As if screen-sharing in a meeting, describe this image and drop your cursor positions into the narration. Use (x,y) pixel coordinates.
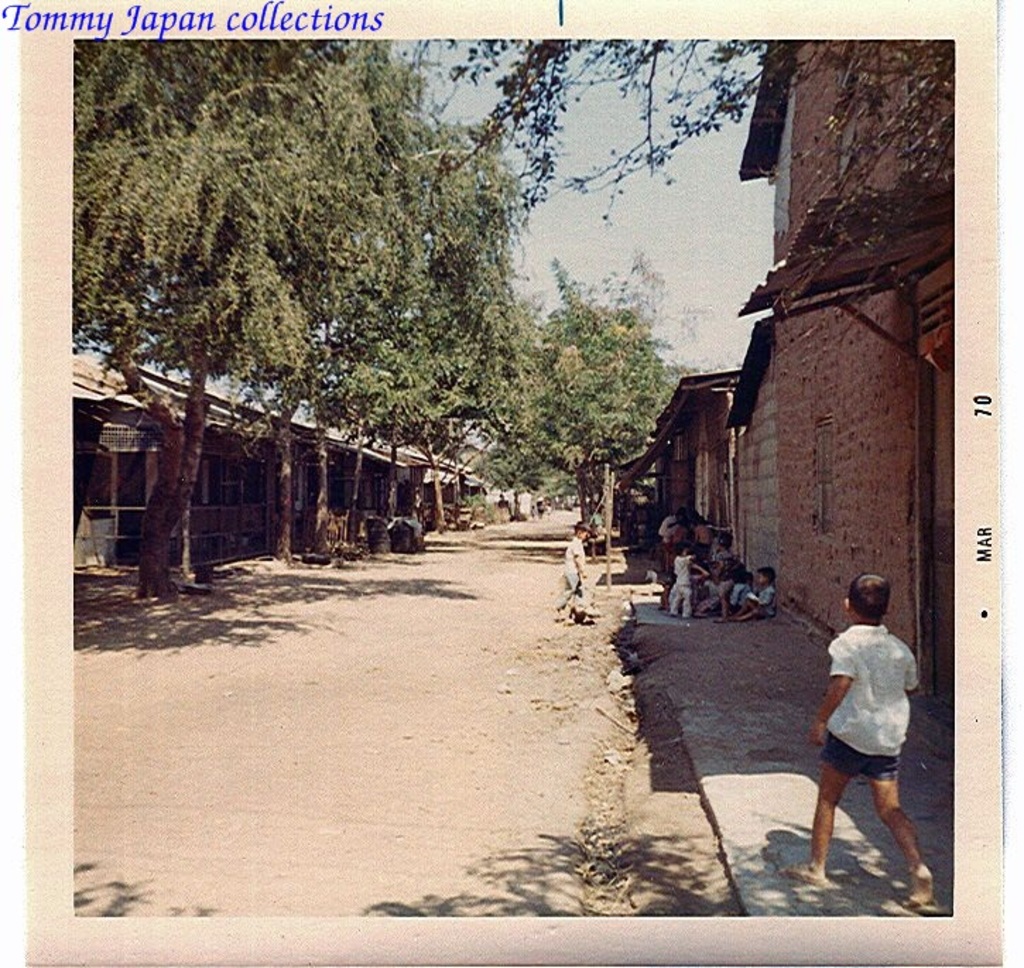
In this picture I can see group of people (663,522), houses (646,459), trees (560,354), road (345,822), and in the background (722,176) there is sky (642,245), and there is a watermark (345,19) on the image.
